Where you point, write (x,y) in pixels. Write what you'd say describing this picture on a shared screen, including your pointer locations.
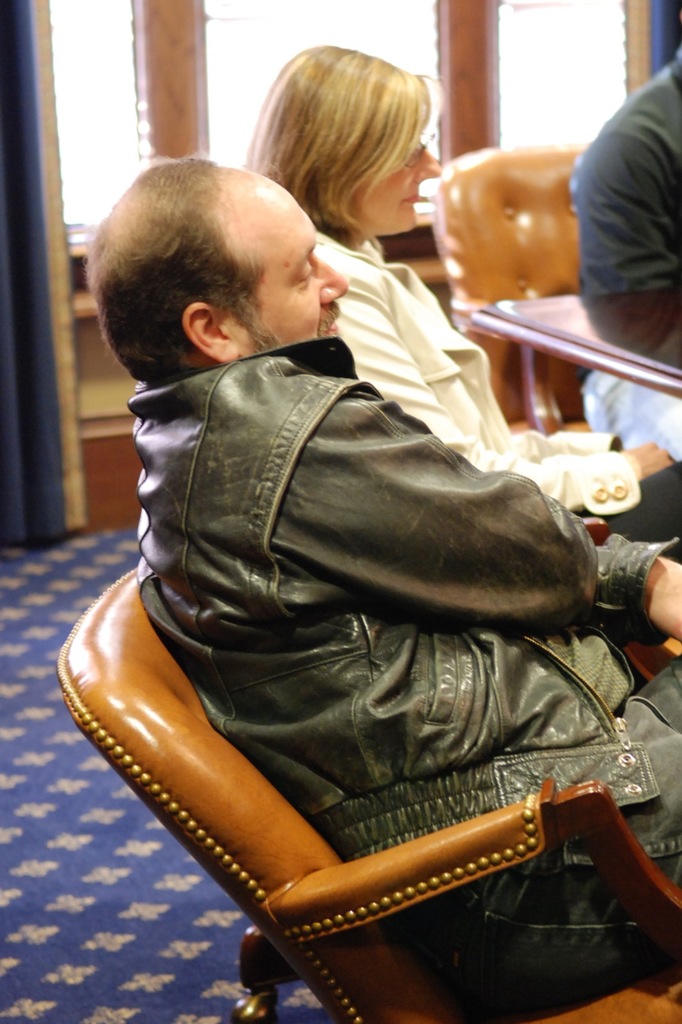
This is the room (106,674). Three people (445,687) are sitting on chair (240,794). On the foreground (362,681) one person (330,625) is sitting wearing black jacket (264,662). In the middle (379,369) one lady (430,368) is sitting wearing a white jacket (404,347). Beside her one person (587,191) is sitting wearing a blue shirt (619,157). There is a carpet (130,955) on the floor (51,796). In the background (37,413) there is a blue curtain (12,178). There is window (148,21) in the background (347,17).
